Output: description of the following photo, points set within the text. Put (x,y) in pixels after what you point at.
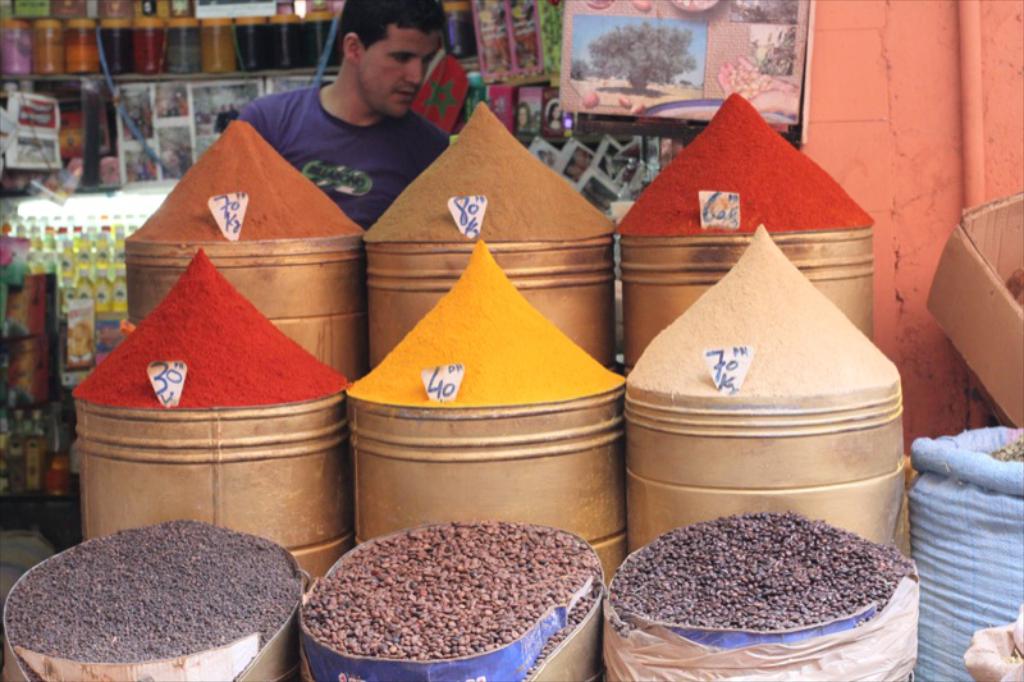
In the front of the image (535,394) there are colors (753,351), grains (77,596), a cardboard box (984,372), containers (809,434), bag (956,511) and things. Colors (239,350) are in containers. In-front of the colors (759,206) there are price boards (729,365). In the background of the image (257,108) there are bottles (87,243), pictures (536,24), a person (358,140), racks (44,418), a wall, pipe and objects (228,10).
